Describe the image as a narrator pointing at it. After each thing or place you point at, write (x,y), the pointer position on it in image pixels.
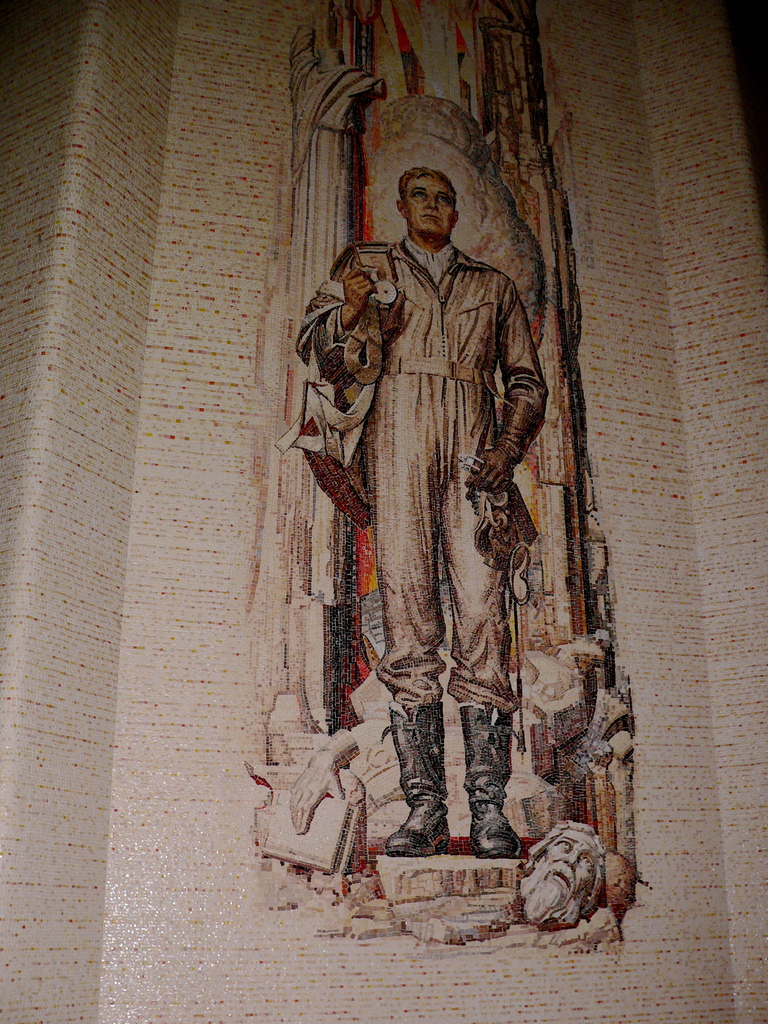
This is a picture of painting (472,930). In this picture we can see the painting (553,452) on the wall (714,846). We can see a person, person's hand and face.
